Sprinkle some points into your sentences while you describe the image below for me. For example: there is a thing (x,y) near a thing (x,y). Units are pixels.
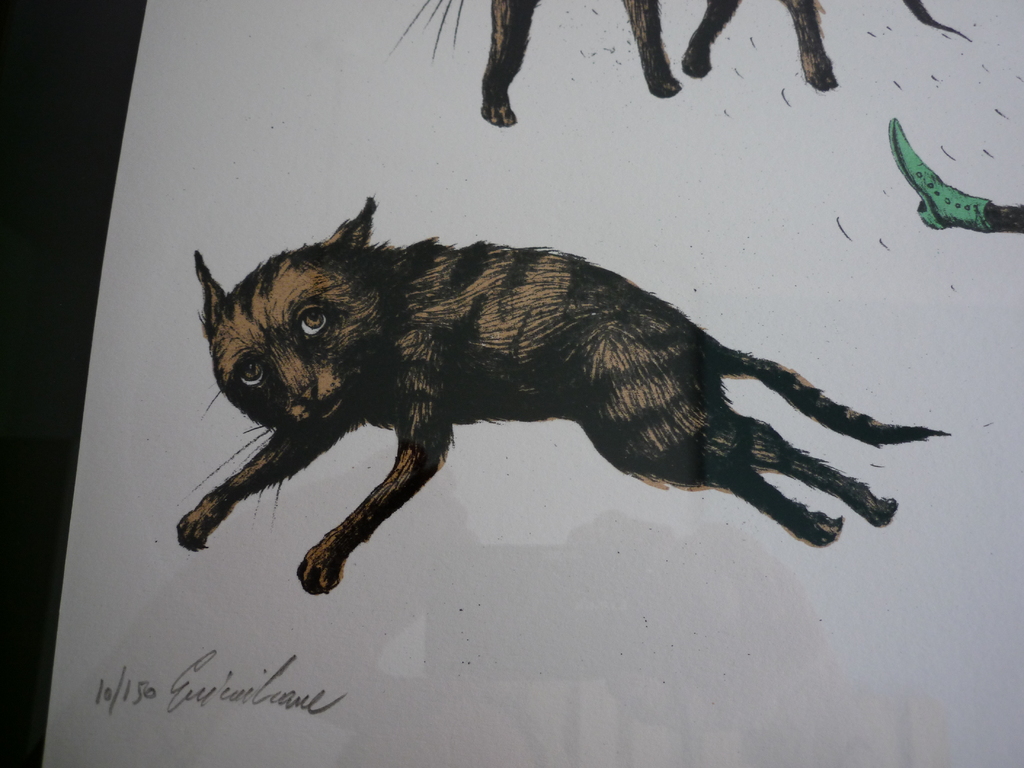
In this picture we can see a paper (372,737) and in this paper (157,495) we can see a person leg (966,195) with a shoe (915,178), animals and some text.
